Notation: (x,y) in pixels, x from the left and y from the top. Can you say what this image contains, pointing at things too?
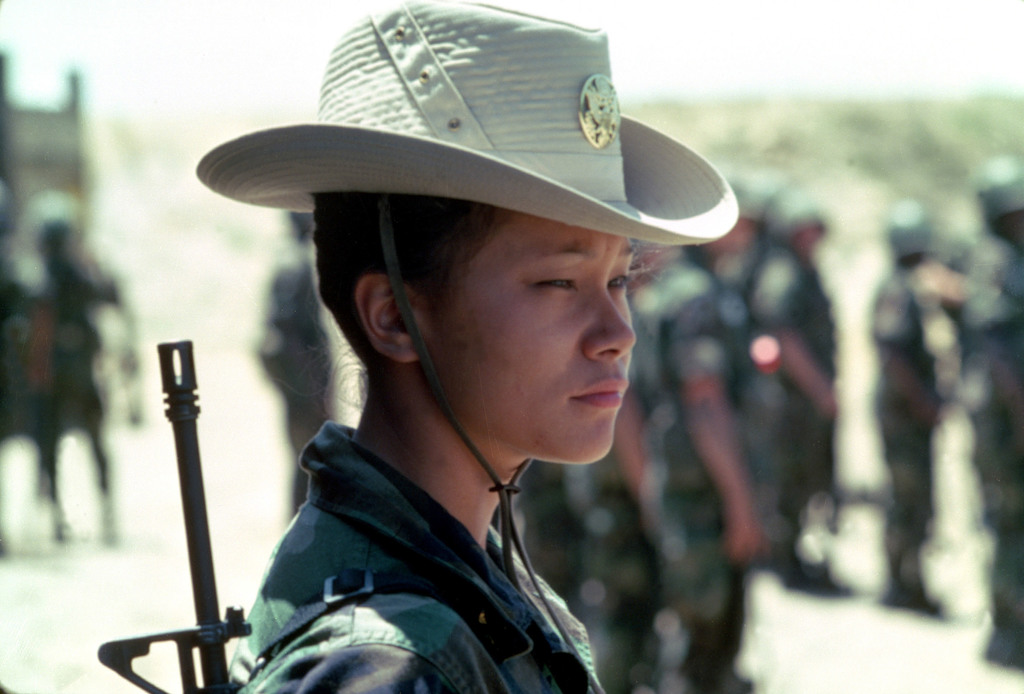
In this image, there are a few people (638,327). Among them, we can see a person (385,289) wearing a hat (519,157). We can also see the blurred background (946,29).
